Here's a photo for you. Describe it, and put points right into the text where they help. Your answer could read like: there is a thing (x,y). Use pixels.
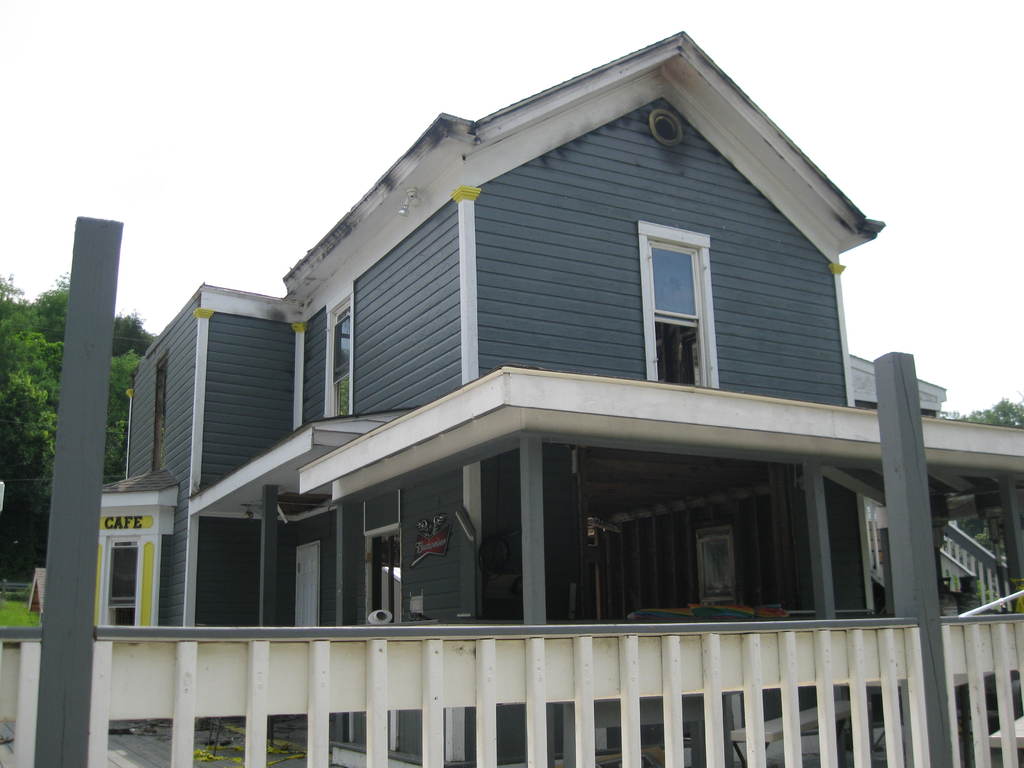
In the picture we can see a house (596,433) with windows (695,294) and glasses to it and the house (757,285) is gray in color and to the roof (432,454), we can see white in color and near the house (770,283) we can see railing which is white in color and some poles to it which are gray in color and beside the house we can see a shop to it and written on it as cafe and beside we can see a grass surface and some trees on it and behind it we can see a sky (571,46) with clouds (571,46).
